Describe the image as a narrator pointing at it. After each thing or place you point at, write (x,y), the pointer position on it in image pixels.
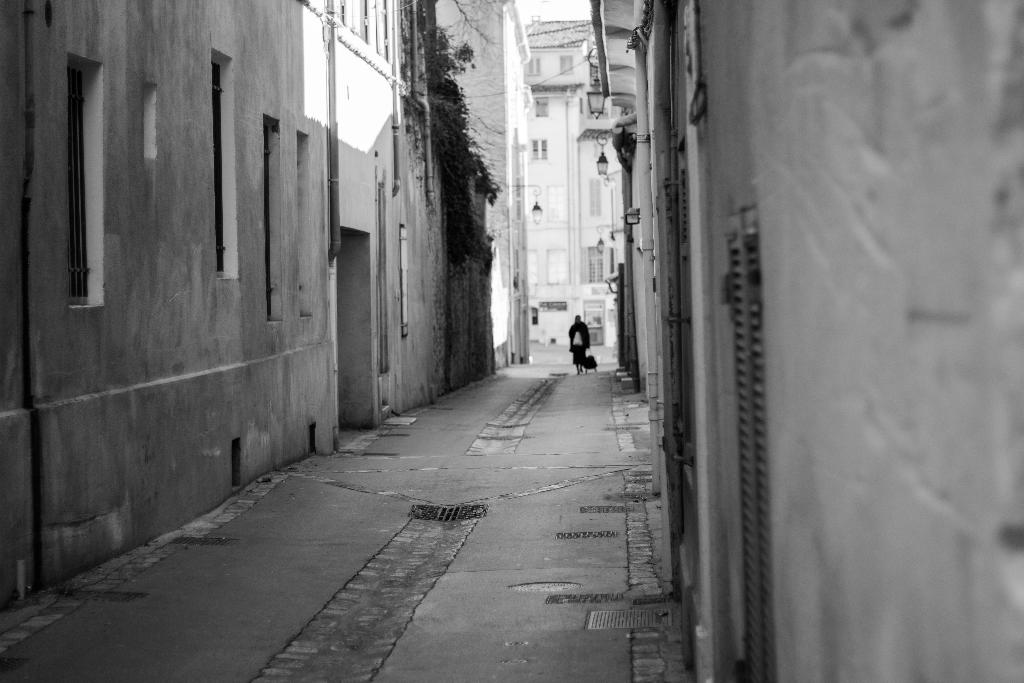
This image consists of a road (541,403). In the front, there is a person (569,332) walking along with a trolley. To the left (189,316) and right, there are buildings (346,237) along with windows (384,46). In the front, there is a small tree (459,172) to the building (419,210).
